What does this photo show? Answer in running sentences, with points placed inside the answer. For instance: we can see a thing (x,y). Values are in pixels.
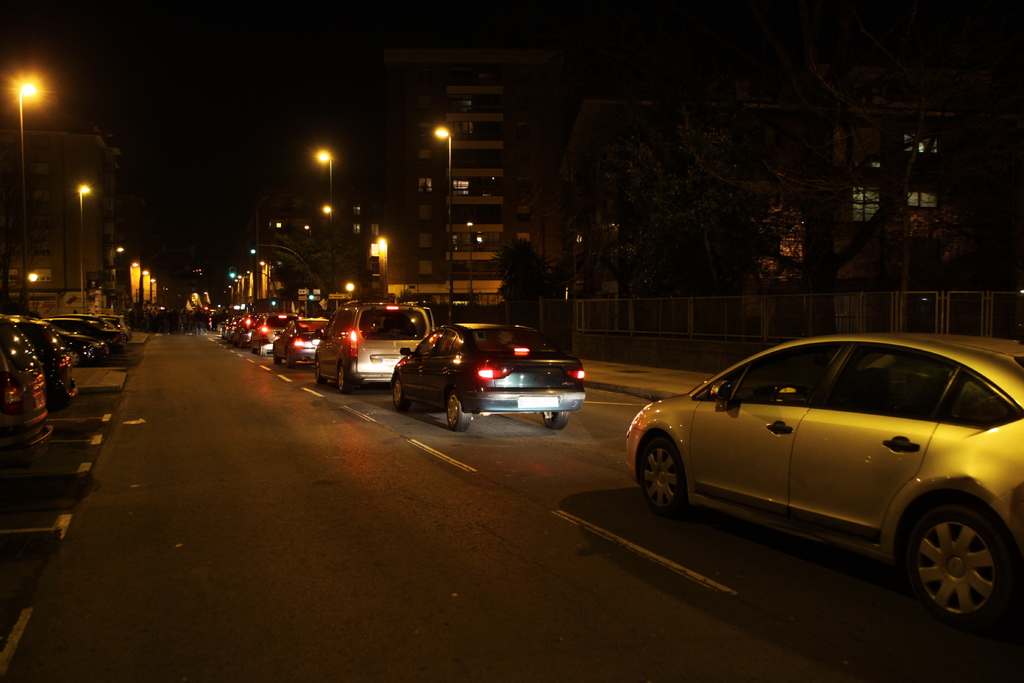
In this image we can see the night view and there are some vehicles (284,339) on the road (284,523) and there are some trees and buildings (71,218) and we can see the fence (1020,334). There are some street lights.
